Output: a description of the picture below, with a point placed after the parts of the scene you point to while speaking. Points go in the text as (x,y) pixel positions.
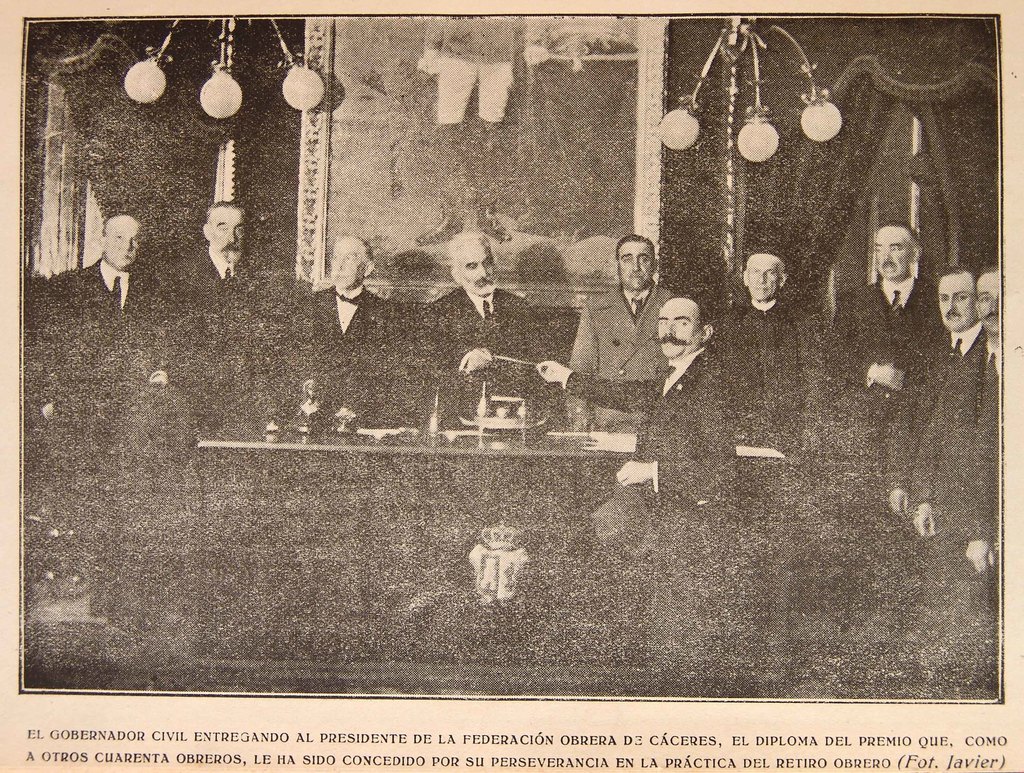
In this image we can see a black and white photography. In the photograph there are people (432,357) sitting on the chairs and some are standing on the floor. In the background (528,157) we can see photograph (532,97) attached to the wall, electric lights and curtains (844,180). At the bottom of the image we can see the text (449,764).
